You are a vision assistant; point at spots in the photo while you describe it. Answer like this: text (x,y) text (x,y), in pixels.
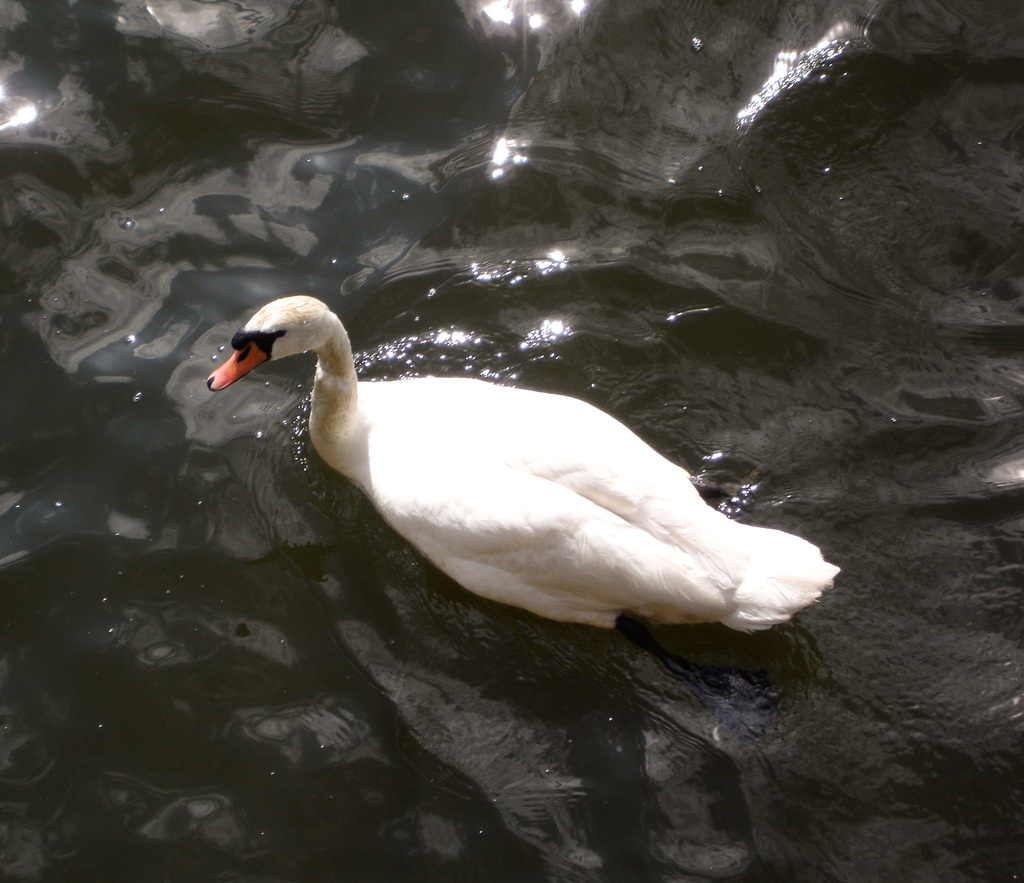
In this image we can see a swan (536,457) on the water (505,765).
